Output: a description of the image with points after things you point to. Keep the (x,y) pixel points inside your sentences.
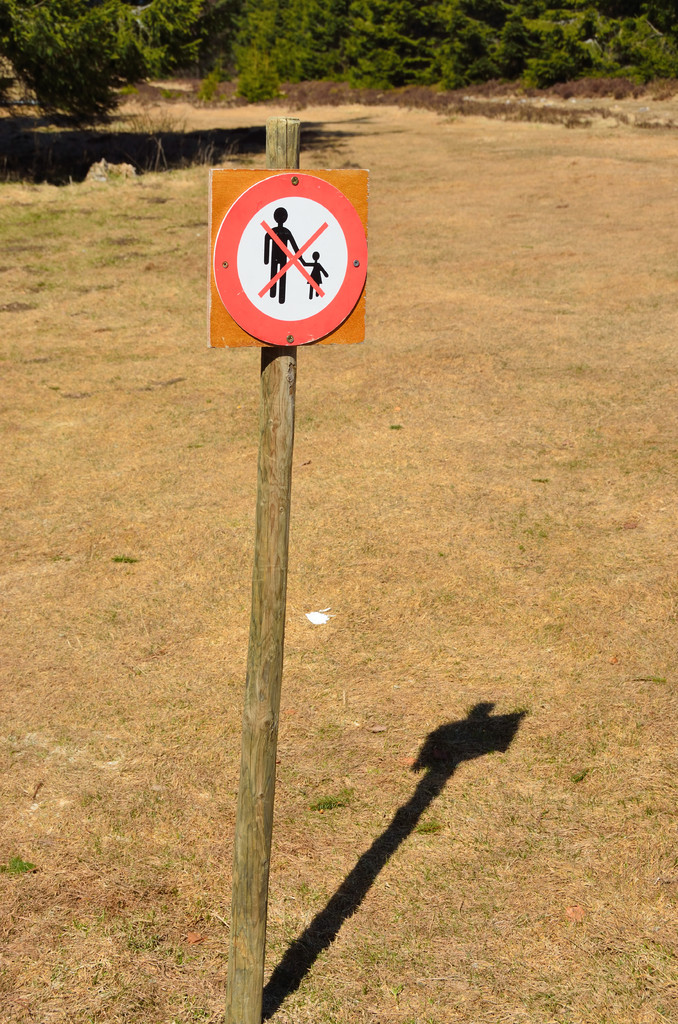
In this image we can see a sign board (262,304) on a wooden pole (257,558). In the background (339,65) there are trees (383,57). On the ground (372,631) there is grass (422,681).
